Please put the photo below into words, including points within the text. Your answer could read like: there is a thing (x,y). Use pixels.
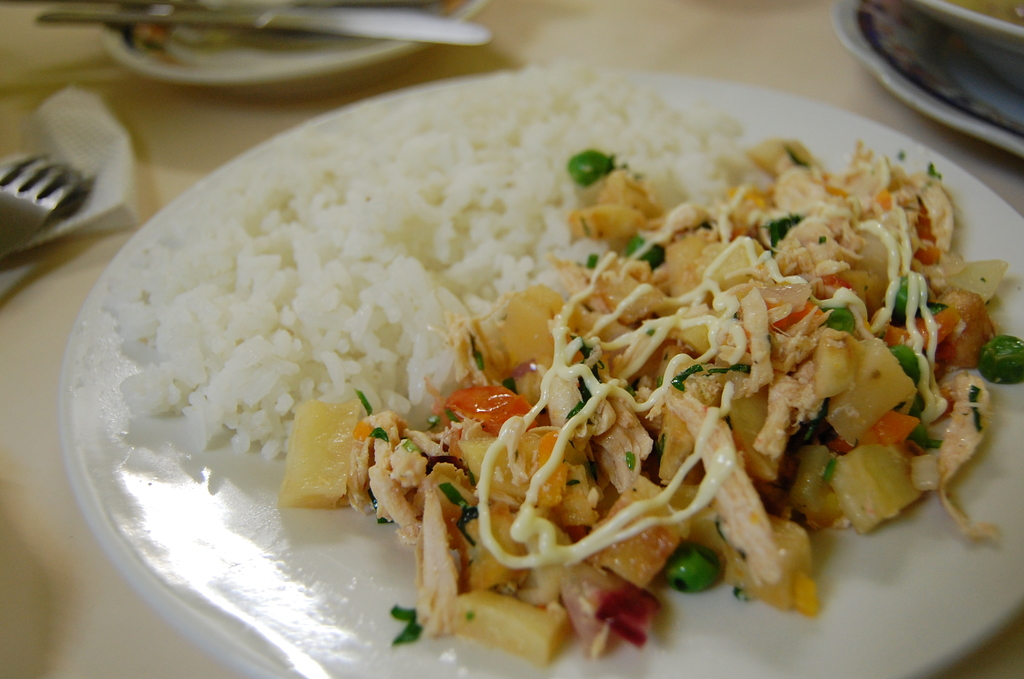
In this picture there is a plate (76,367) in the center of the image (672,362), which contains rice (491,242) and other food items (542,371) and there are other plates (261,64) at the top side of the image (918,82), there is a fork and a tissue (76,139) on the left side of the image (120,182).
